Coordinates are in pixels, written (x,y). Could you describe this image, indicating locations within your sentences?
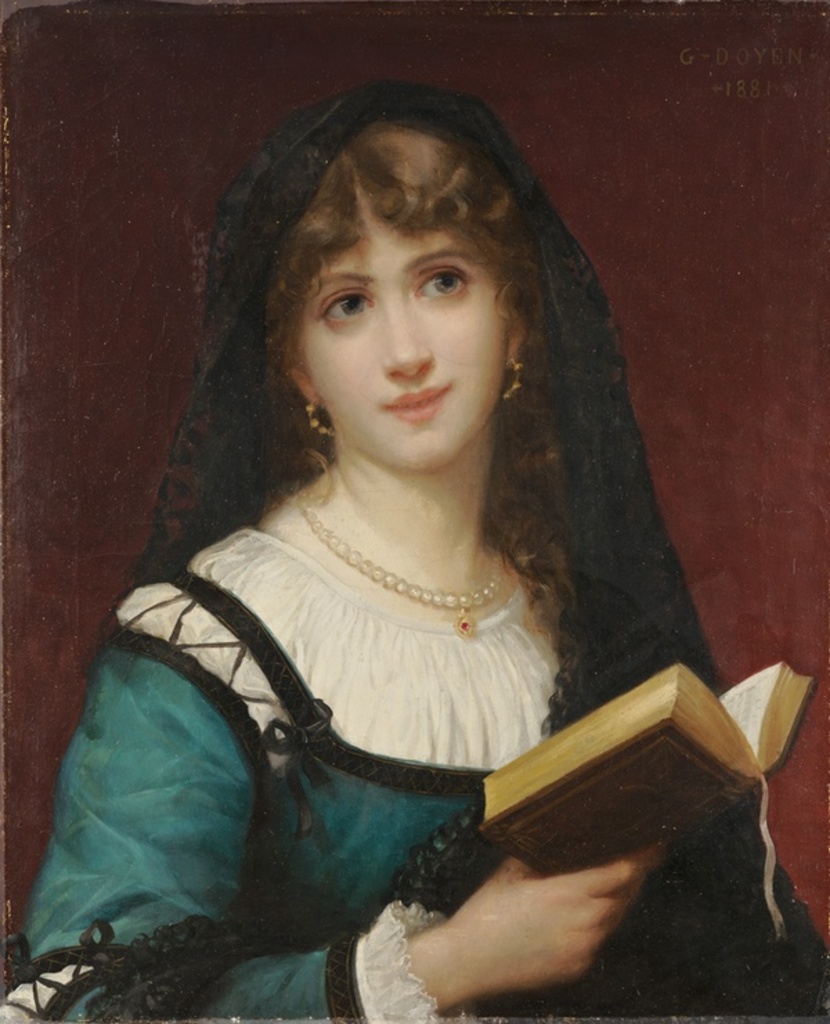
In this image there is a painting (290,618) of a woman (502,720) holding a book (642,730). Behind her there is a wall (710,195).
